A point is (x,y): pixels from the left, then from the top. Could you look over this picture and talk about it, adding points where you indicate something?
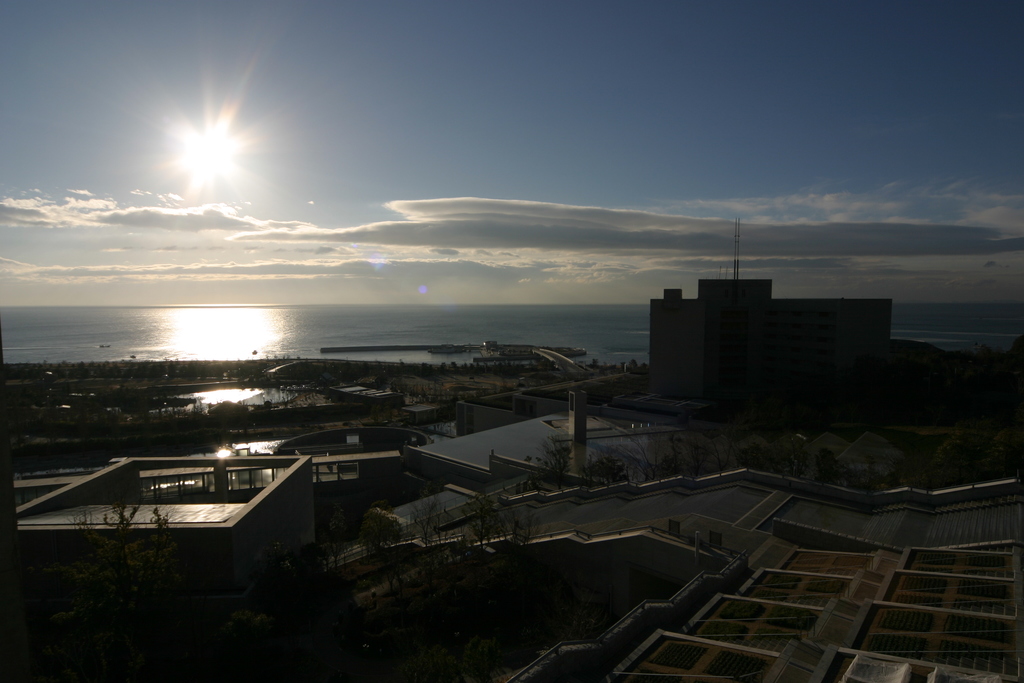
In this image we can see some houses (201,518), trees (166,366) and in the background of the image (232,343) there is water (72,326) and cloudy sky (391,109).
